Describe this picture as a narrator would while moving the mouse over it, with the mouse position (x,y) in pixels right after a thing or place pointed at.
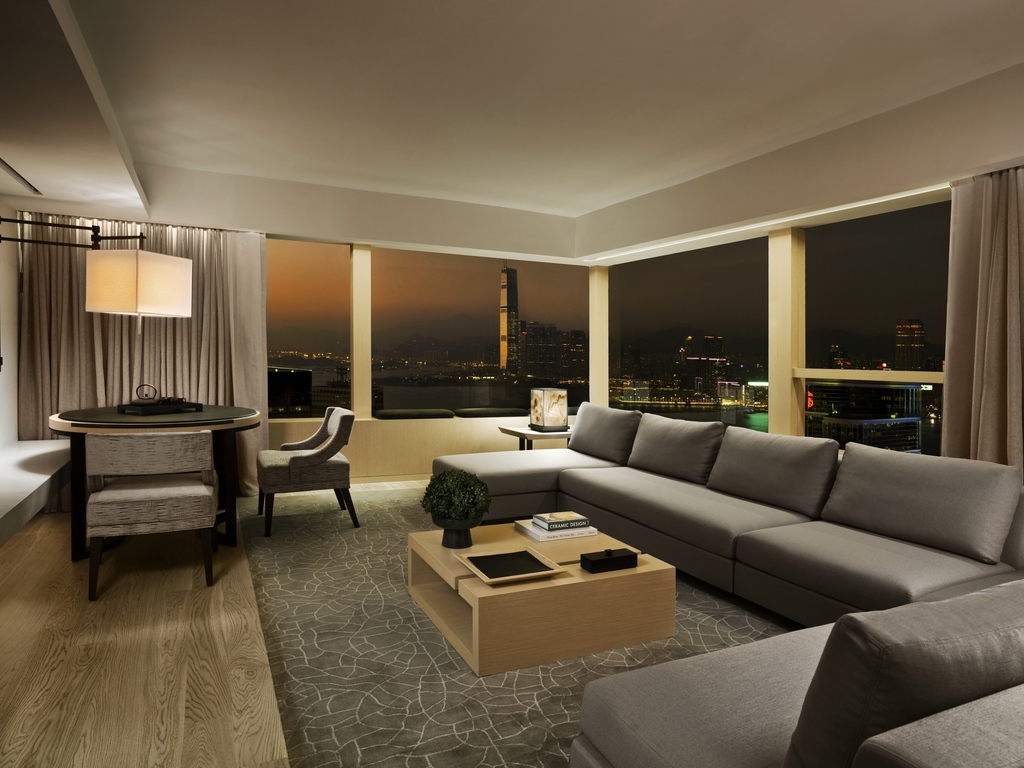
This is the picture of a living room (142,703) where we have table (173,413), chair (272,459), lamp (168,266) fixed to the wall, curtain (150,244), table (514,533), pot (445,537), books (525,519), box (584,568) in the table (564,542), couch (579,489), a carpet (371,596), a window (470,407) which shows the view of the city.
